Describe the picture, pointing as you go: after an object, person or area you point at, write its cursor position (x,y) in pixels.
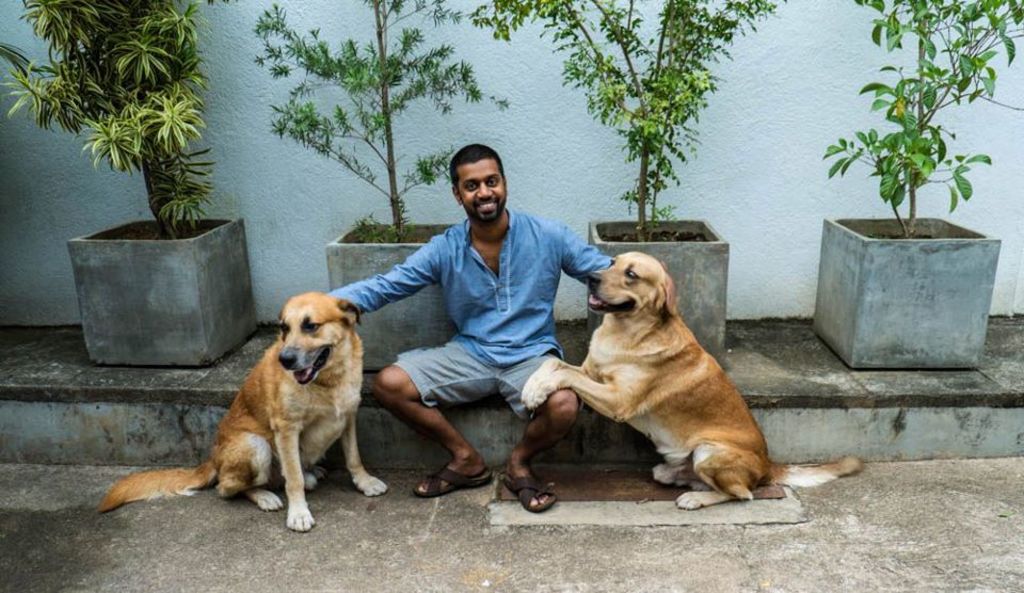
Here we can see that a person (489,192) sitting on the floor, and holding dogs (630,320) in his hand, and at back there are trees (618,119), and here is the wall (481,95).
